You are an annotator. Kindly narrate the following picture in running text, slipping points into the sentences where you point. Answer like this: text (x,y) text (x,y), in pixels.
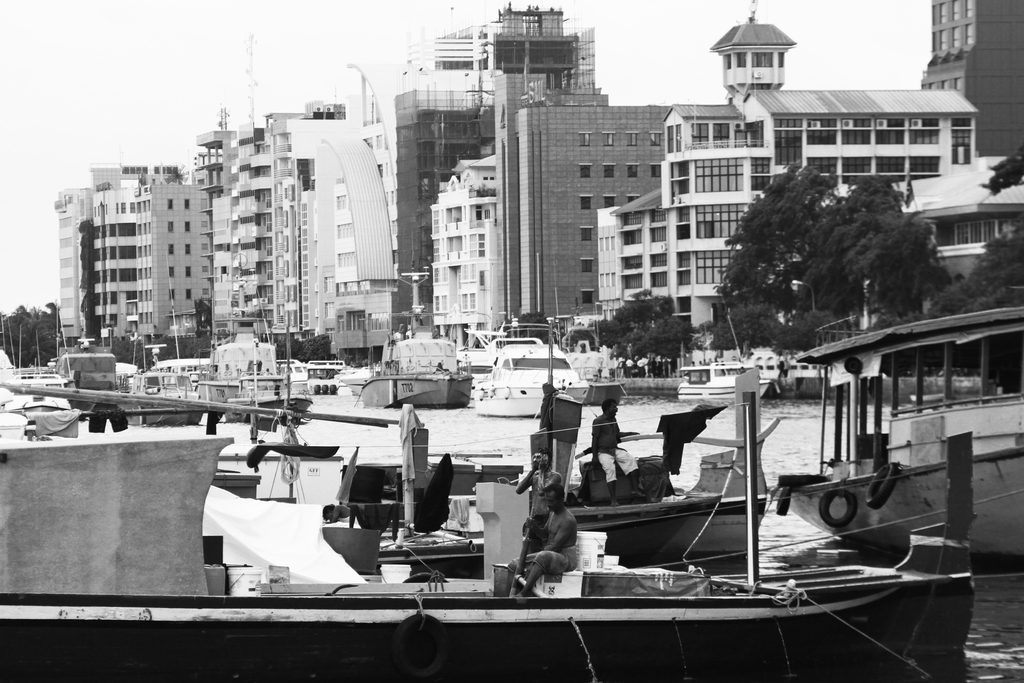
This is a black and white image where we can see few boats (343,617) on the water (979,629) and persons (527,564) sitting on the boat (607,606). In the background (497,333), there are boats (246,335), buildings (196,269), trees (801,251) and the sky (377,10).
